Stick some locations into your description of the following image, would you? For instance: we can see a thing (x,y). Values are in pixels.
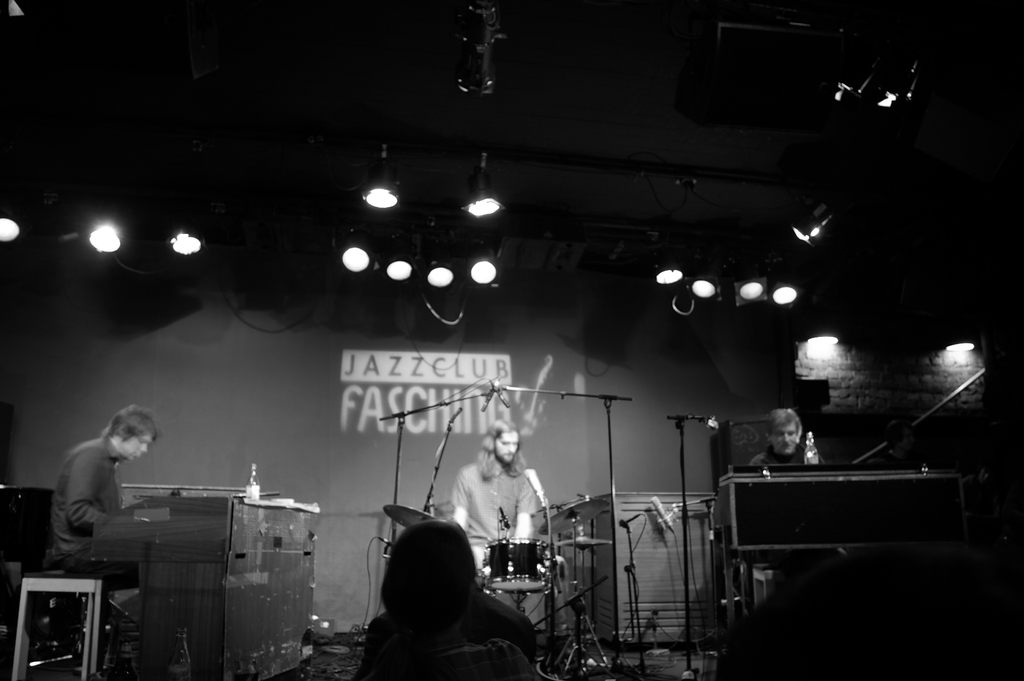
In this image we can see three men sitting on the chairs (100,601). Here we can see a man (150,441) on the left side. Here we can see a man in the center (499,431) and he is playing the snare drums (518,554). Here we can see a man (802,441) on the right side (838,495) and he is playing a piano (810,525). Here we can see the microphones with stands (624,528) on the floor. Here we can see the lighting arrangement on the roof (580,254).
